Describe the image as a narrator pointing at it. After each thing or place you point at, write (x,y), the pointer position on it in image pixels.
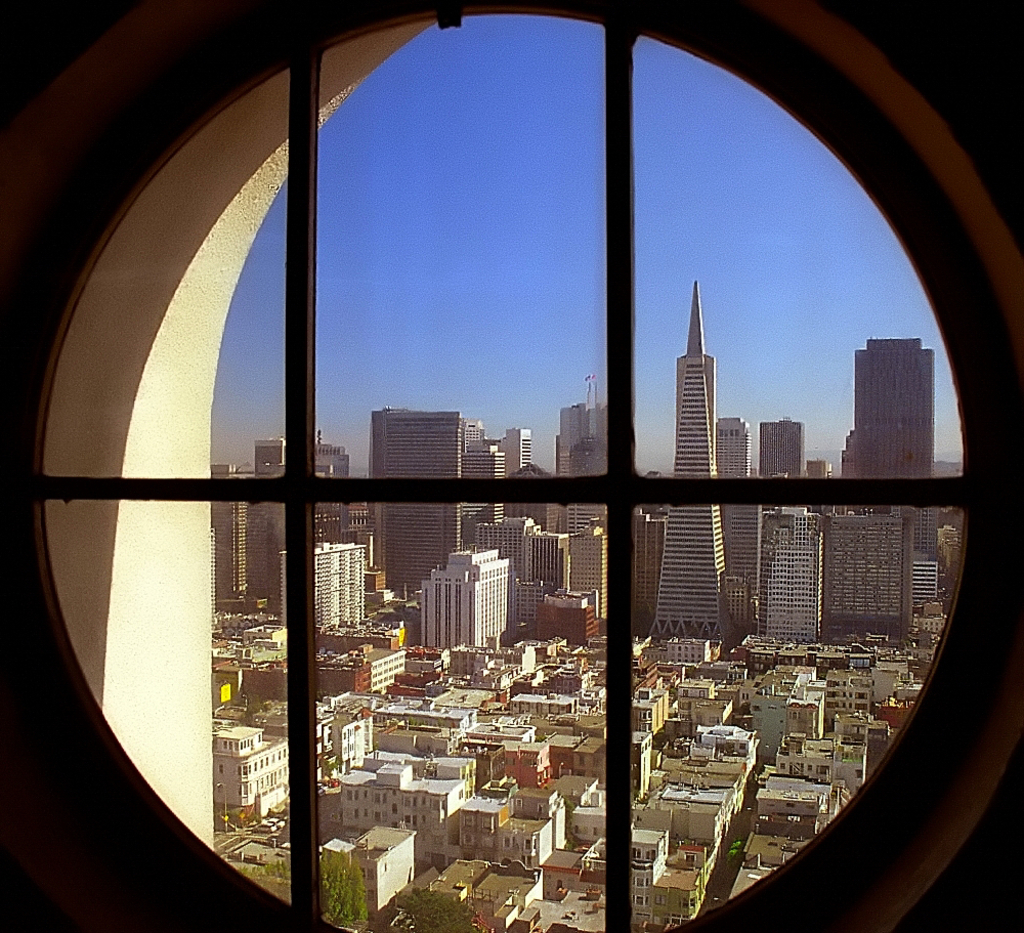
In this image there is a circle (823,97) through that circle (752,56) buildings (639,510) and the sky (505,230) are visible.
